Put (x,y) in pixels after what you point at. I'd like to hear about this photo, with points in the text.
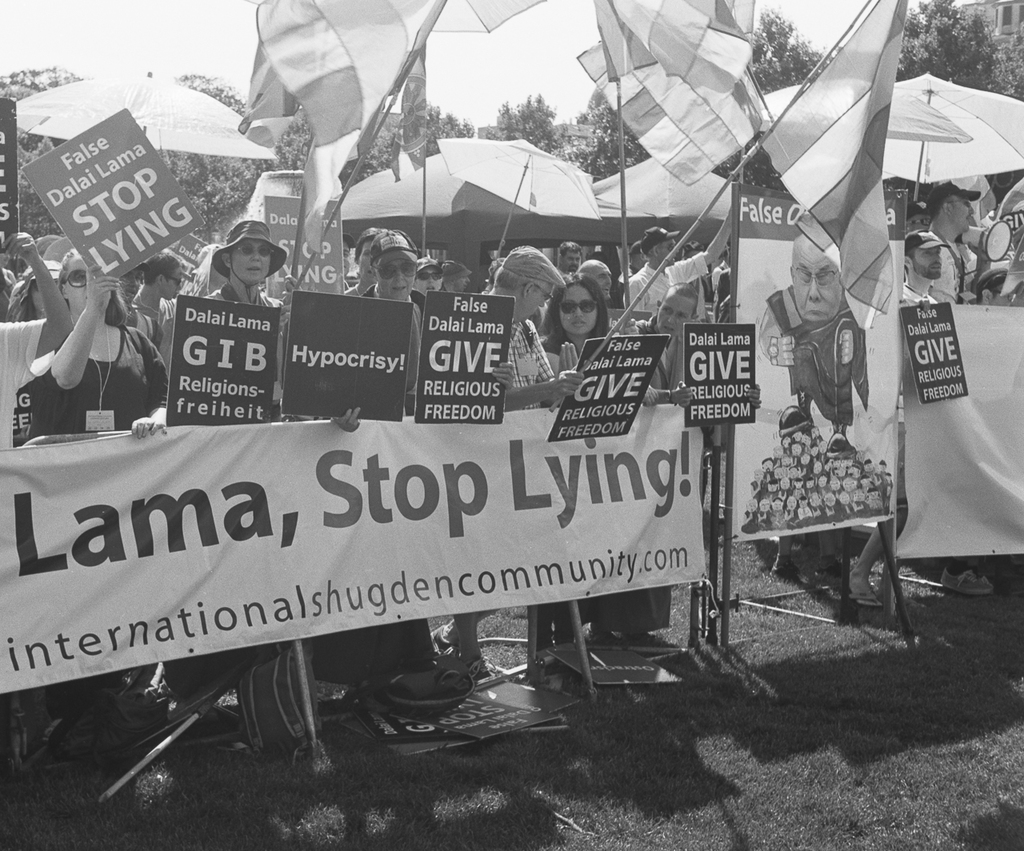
In this image we can see people (579,608) standing and holding boards (356,387). There are banners (627,474) and we can see flags (887,84). In the background (956,55) there are trees (944,49) and sky (249,56).
